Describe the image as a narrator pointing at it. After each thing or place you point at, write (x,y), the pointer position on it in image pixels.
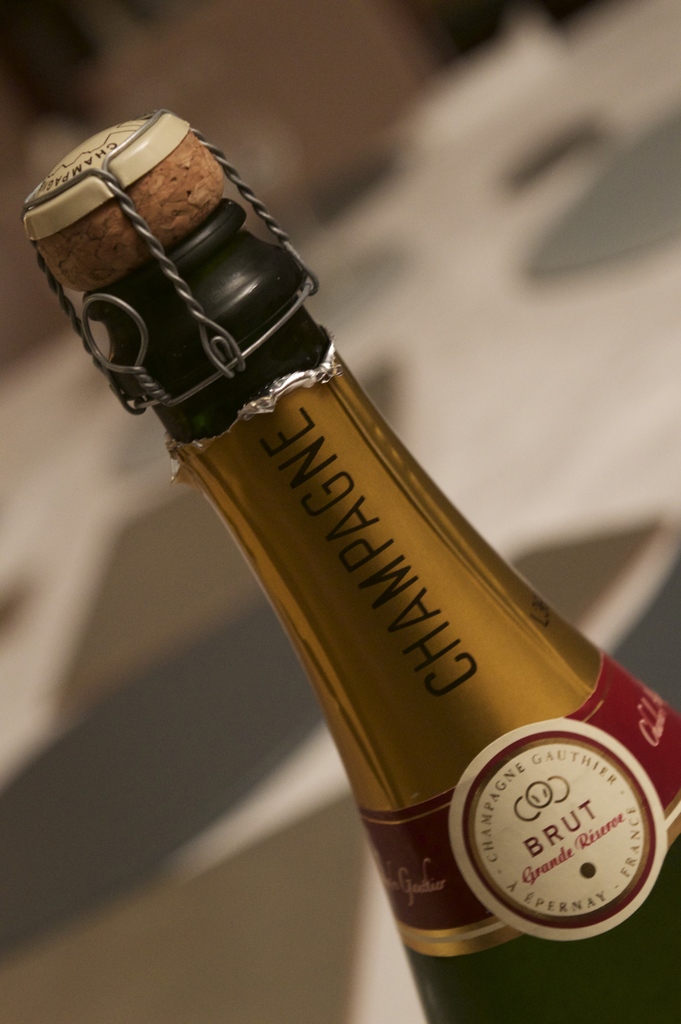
In this image there is a wine bottle (362,748) as we can see in middle of this image (300,478).
